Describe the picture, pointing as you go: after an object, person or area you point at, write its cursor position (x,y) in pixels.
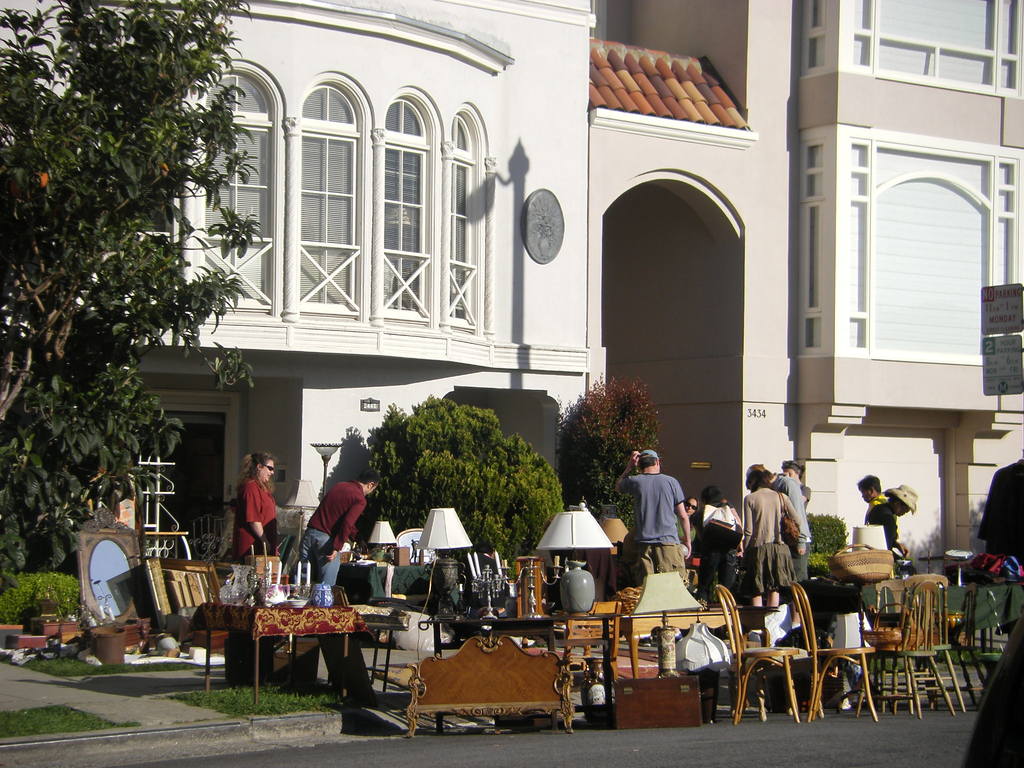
In this picture we can see some people (709,539) are standing, there are some chairs (890,589), tables (566,613), lamps (429,532) and other things (535,610) at the bottom (597,615), on the left side (123,595) there is a mirror (136,600), we can see some plants (403,445) and a tree (109,310) in the middle (600,491), in the background (562,299) there is a building (756,204), on the right side (1003,330) we can see two boards (1012,351).
